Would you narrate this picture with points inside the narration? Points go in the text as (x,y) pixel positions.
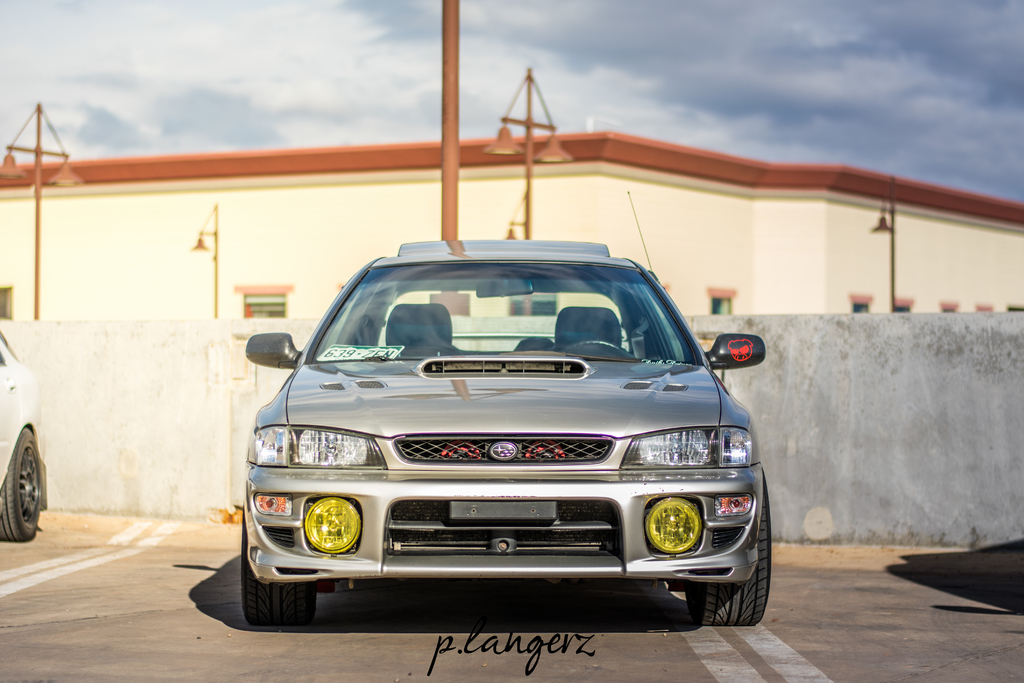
In this image we can see two vehicles (322,473) on the ground (857,594), there are some poles (41,173), lights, windows (720,300) and a building (648,199), in the background (835,123) we can see the sky (833,109) with clouds (819,97).
